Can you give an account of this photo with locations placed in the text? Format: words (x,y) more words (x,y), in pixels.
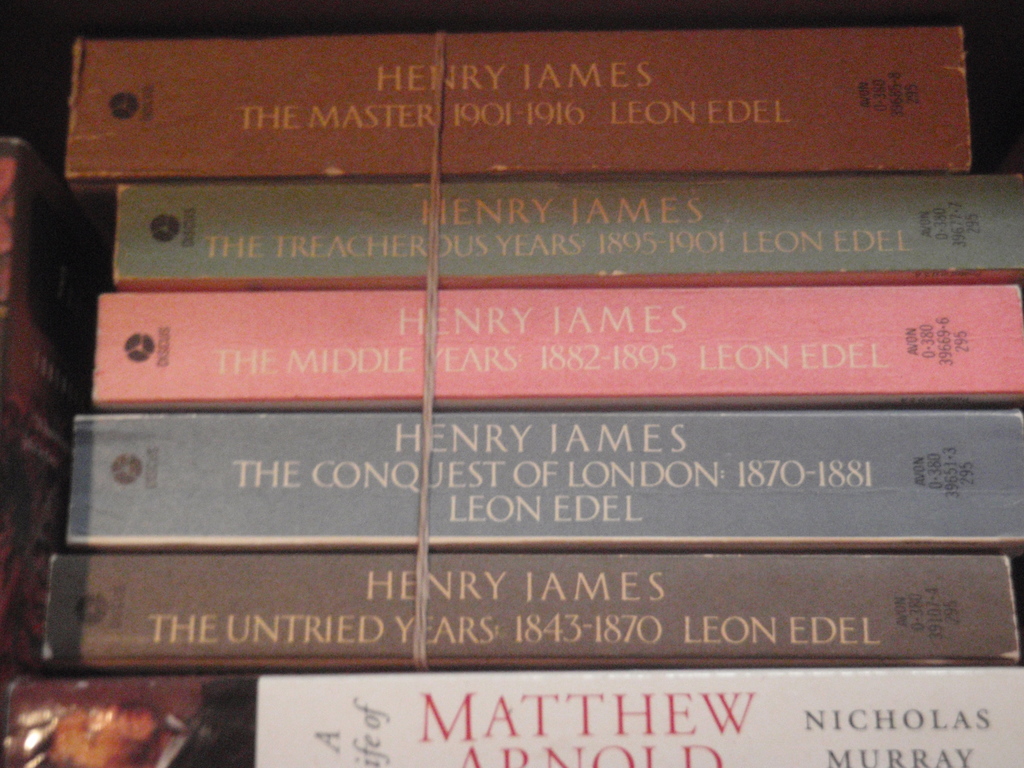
In this image there are many books (301,685). There is a thread (437,50) around five books (408,507).
